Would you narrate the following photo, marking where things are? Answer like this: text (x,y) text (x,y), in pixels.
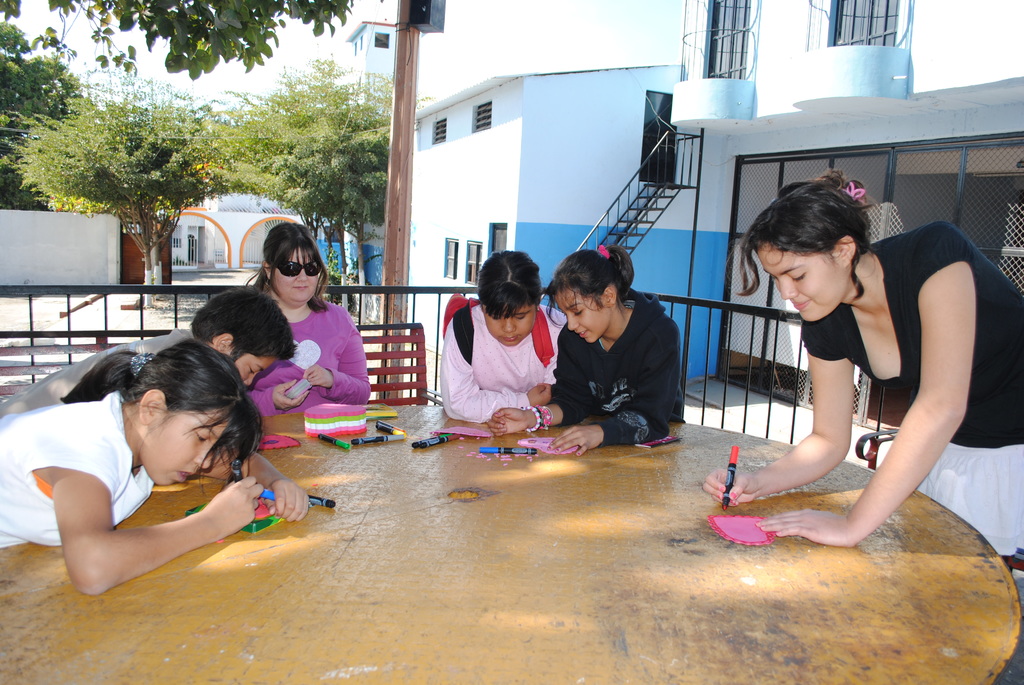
In this image I can see number of people (579,268) and a table (543,602), I can also see few of them are holding markers (728,501). In the background (228,222) I can see few trees (279,176) and few buildings (618,176).
